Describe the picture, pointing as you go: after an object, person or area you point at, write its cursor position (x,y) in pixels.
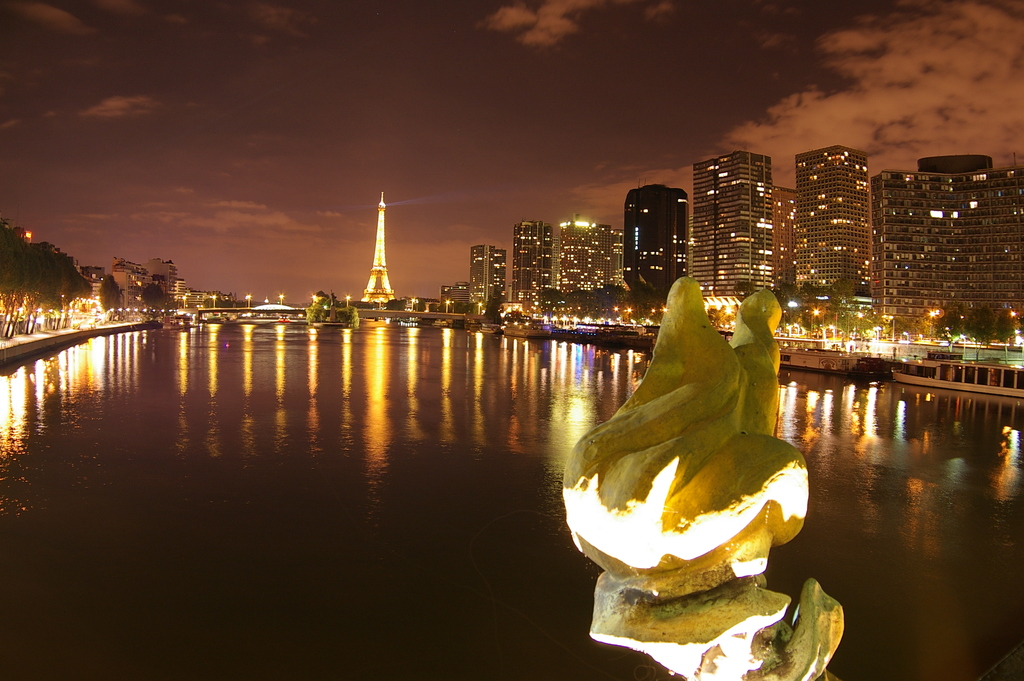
On the right side of the image (686,482), we can see statue (690,567). Background (963,514) we can see water (397,472), buildings (1011,303), tower (374,277), trees (852,312), lights (520,312) and boats (981,384). Here there is the sky (357,150). On the water (491,420), we can see some reflections (585,416).
